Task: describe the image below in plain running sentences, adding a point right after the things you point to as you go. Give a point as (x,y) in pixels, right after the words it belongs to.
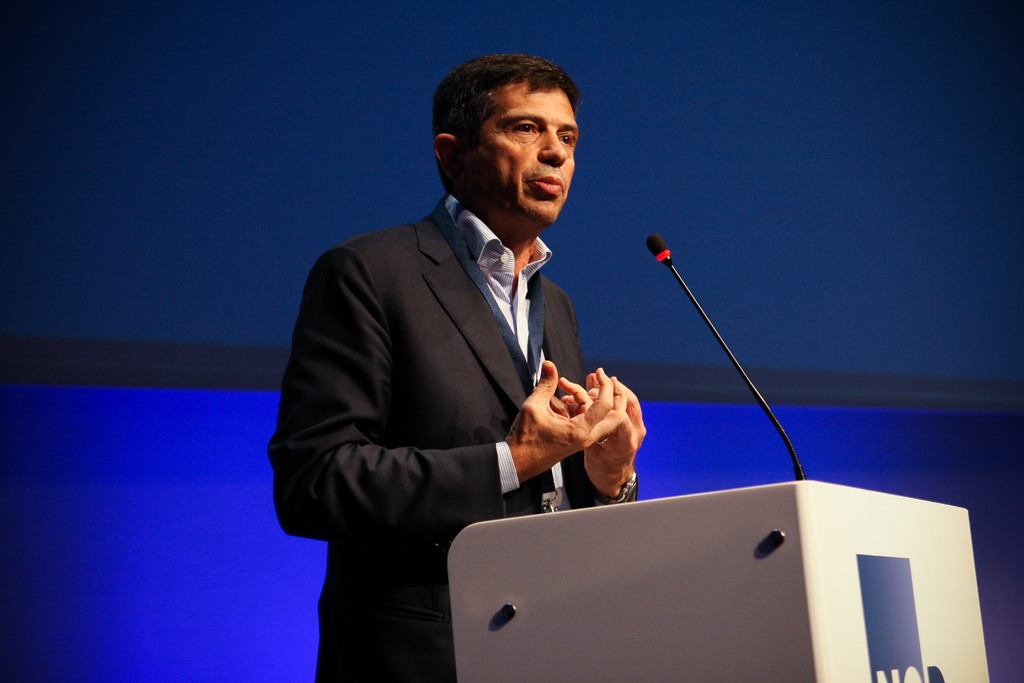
In this image we can see a man (534,283) is standing at the podium (603,553) and there is a microphone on the podium (664,643). In the background (194,259) we can see objects (201,573).
